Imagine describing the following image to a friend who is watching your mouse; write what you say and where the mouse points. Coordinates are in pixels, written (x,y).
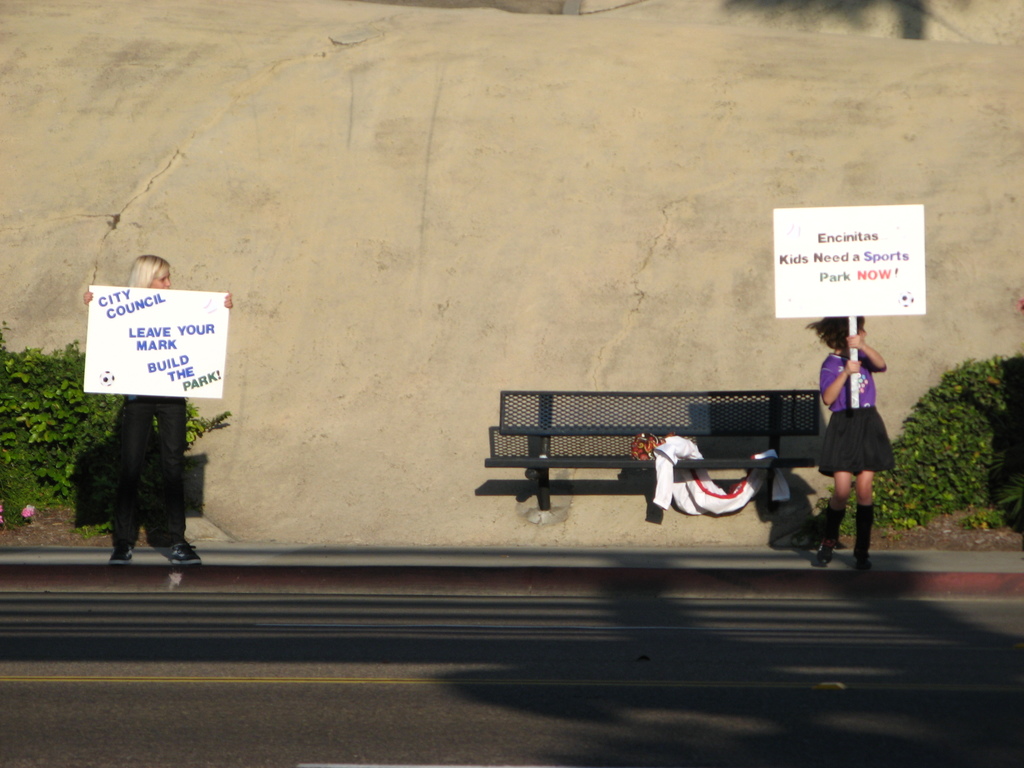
This picture might be taken from outside of the city and it is sunny. In this image, on the right side (846,359), we can see a woman (851,343) standing on the footpath (897,565) and holding a board (890,313) in her hand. On the right side (971,363), we can also see some trees (884,475). In the middle of the image (641,433), we can see a bench (766,433), on that bench (746,465), we can see some cloth (666,448). On the left side (169,333), we can see a woman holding a board (195,361) in her hand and she is standing on the footpath (208,568). On the left side (25,436), we can also see some plants (114,475). In the background (639,135), we can see some rocks (492,199). At the bottom (391,743), we can see a road (470,693).
